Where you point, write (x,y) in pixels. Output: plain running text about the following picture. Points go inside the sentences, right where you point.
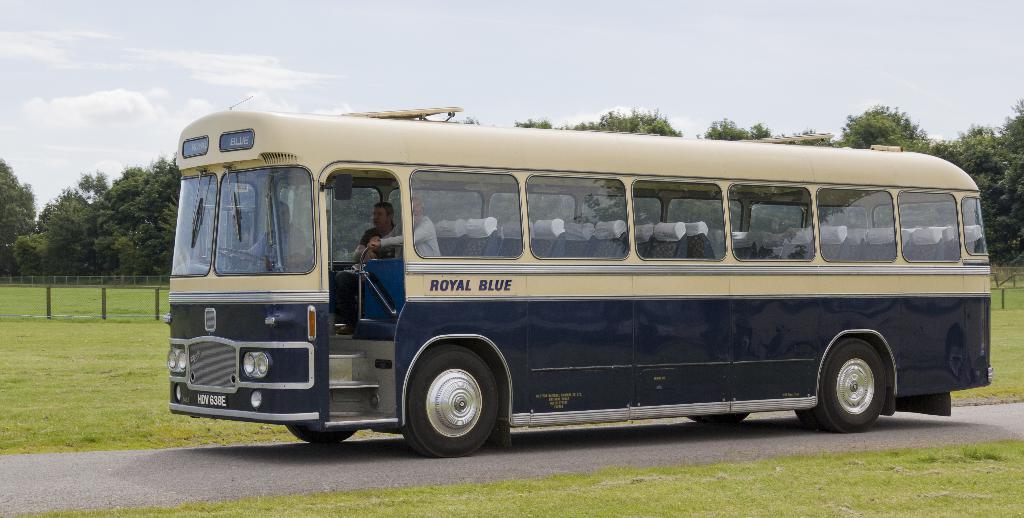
In this image I can see the vehicle (619,383) on the road (390,476). The vehicle (589,381) is in navy blue and cream color. Inside the vehicle (516,265) I can see three people (385,247). To the side of the road (372,457) I can see the grass (75,337) and the fence (86,292). In the background (130,224) I can see many trees (16,239), clouds (296,98) and the sky (443,18).
